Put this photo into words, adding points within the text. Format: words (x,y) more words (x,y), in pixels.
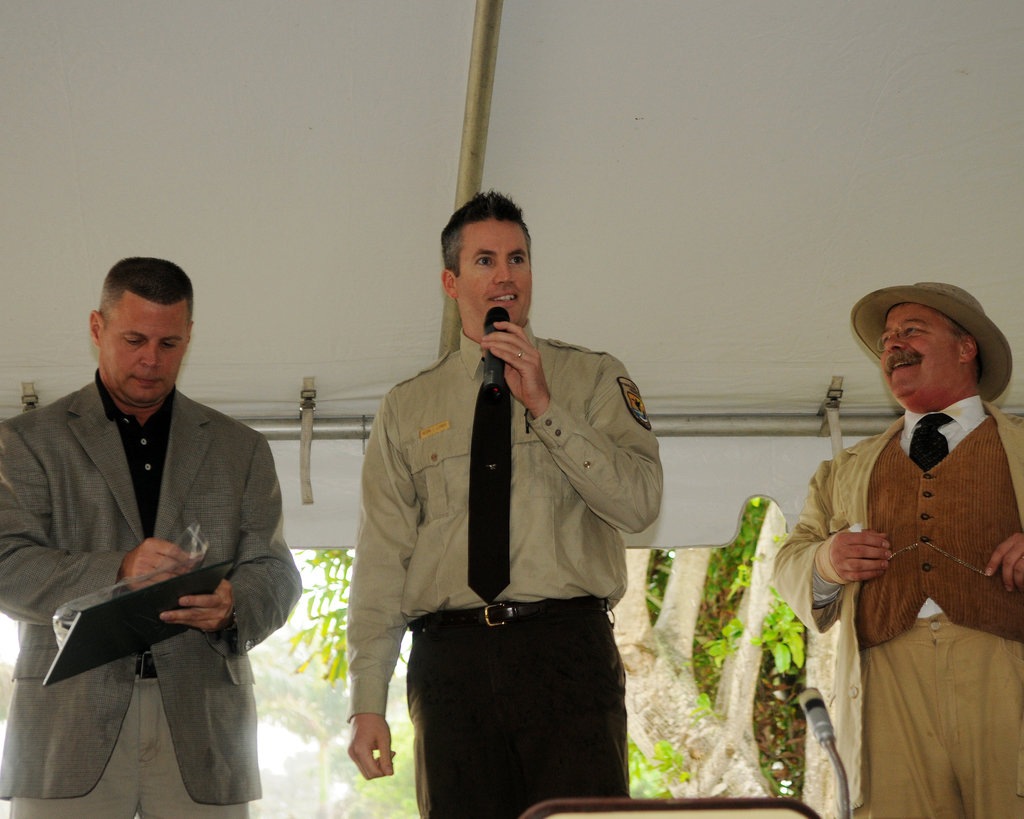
There are three men (389,577) in the picture, the person (603,595) standing in the middle (515,478) is talking something and the remaining other two people (865,605) are simply standing, behind the men (963,486) there is a tree (691,657) and there is a white roof (390,143) above the men (907,663).
